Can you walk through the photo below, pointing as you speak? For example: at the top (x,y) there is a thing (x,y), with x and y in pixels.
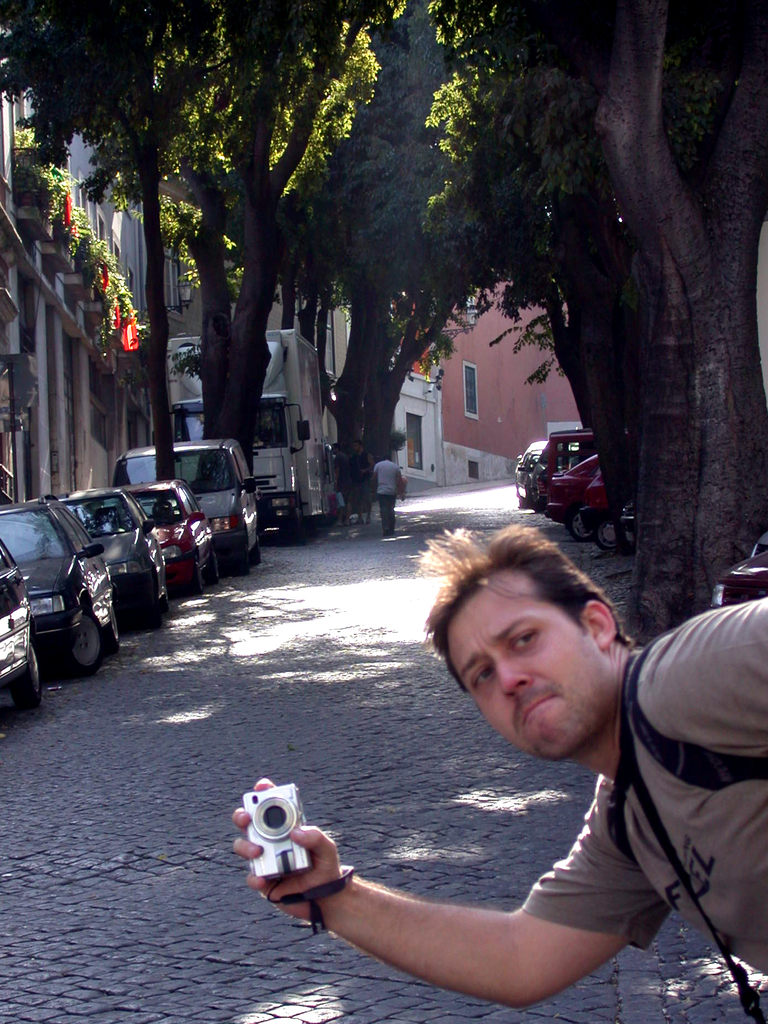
Bottom right (747,863) side of the image a man (721,641) is standing and holding camera (252,813). Bottom left side of the image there are few vehicles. Top left side of the image (252,219) there is a building (29,417) and there are some trees (268,178). In the middle of the image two persons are walking on the road (356,607).
